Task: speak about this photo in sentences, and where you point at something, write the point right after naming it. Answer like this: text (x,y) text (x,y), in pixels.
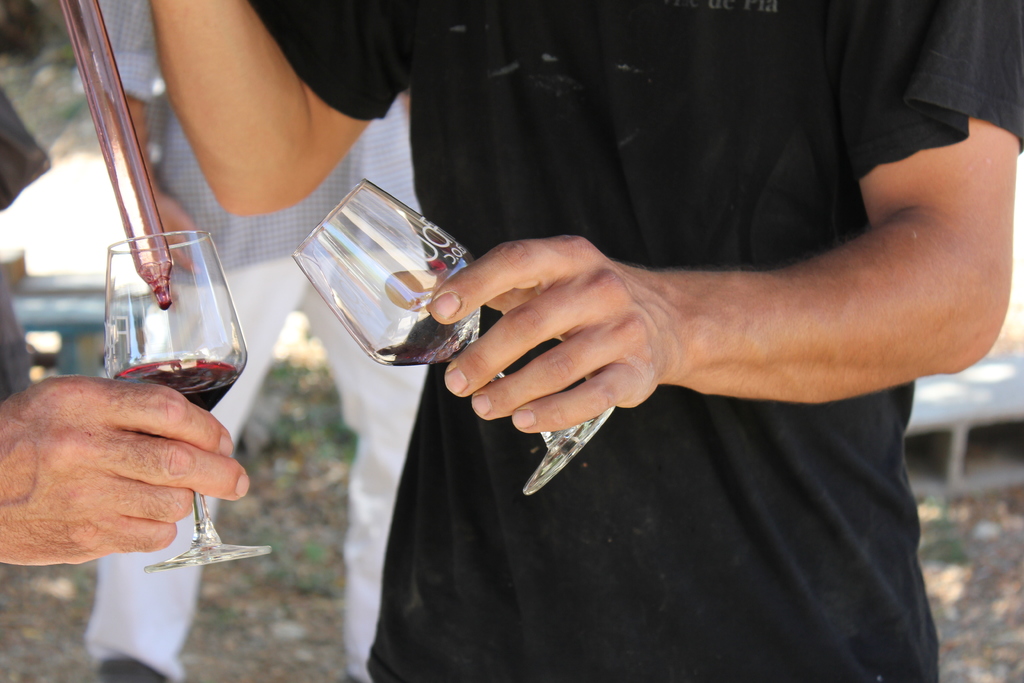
In this picture I can see couple of humans (441,376) holding glasses (429,357) in their hands (186,397) and I can see a glass tube (126,161) and another human (129,1) standing in the back (110,20).
